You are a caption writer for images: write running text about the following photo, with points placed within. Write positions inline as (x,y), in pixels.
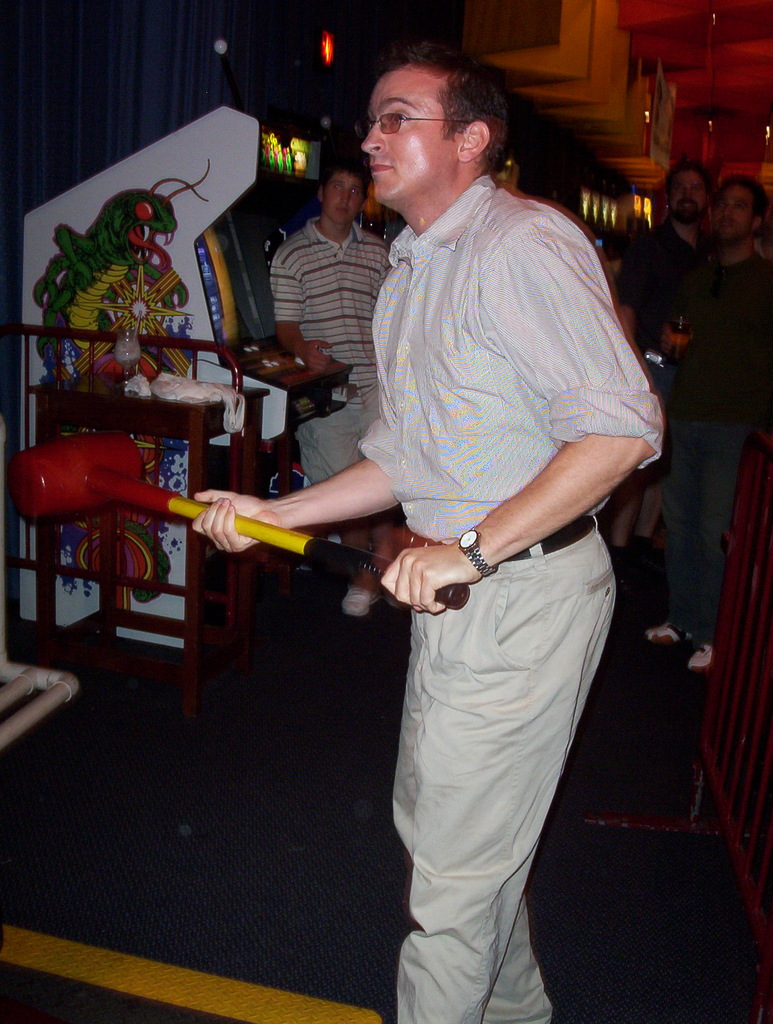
In this image we can four people (430,454) standing on the floor (312,814).
